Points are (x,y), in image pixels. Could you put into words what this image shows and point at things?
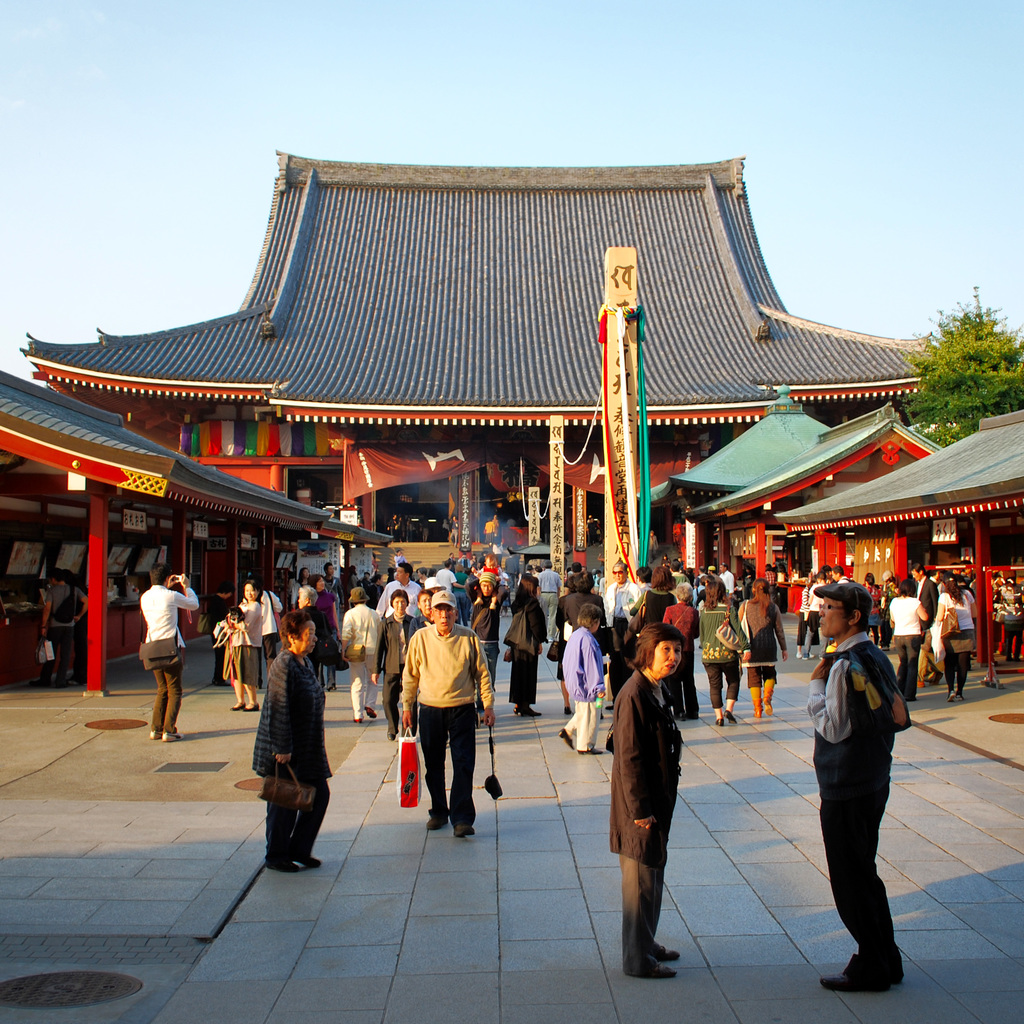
In this image we can see many people (584,633). Some are wearing caps (830,594). Some are holding bags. In the back (504,468) there is a building (485,338). Also there are sheds (757,476). In the back (938,437) there is a tree (952,348). In the background (371,128) there is sky (371,128).
